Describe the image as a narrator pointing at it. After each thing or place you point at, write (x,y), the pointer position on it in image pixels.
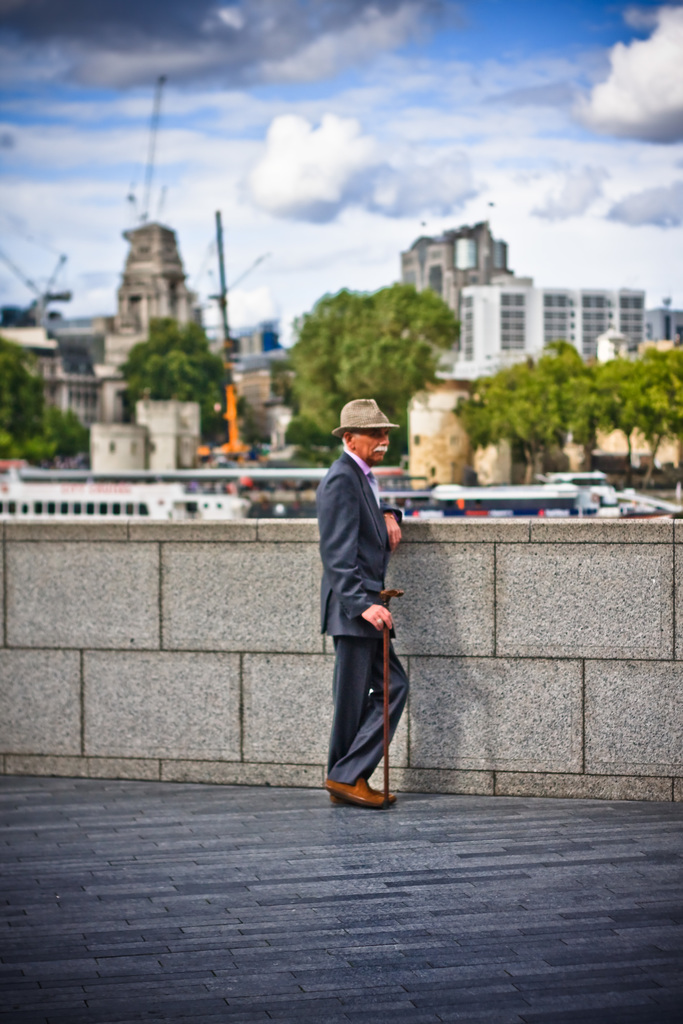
In the center of the image (337,570), we can see a person (347,527) wearing hat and holding a stick (385,667) and standing and there is a wall (205,603). In the background (167,334), there are trees (294,386), buildings (447,448), vehicles (562,486) and some poles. At the top (233,115), there are clouds (403,131) in the sky (403,131) and at the bottom (370,888), there is floor (301,874).
